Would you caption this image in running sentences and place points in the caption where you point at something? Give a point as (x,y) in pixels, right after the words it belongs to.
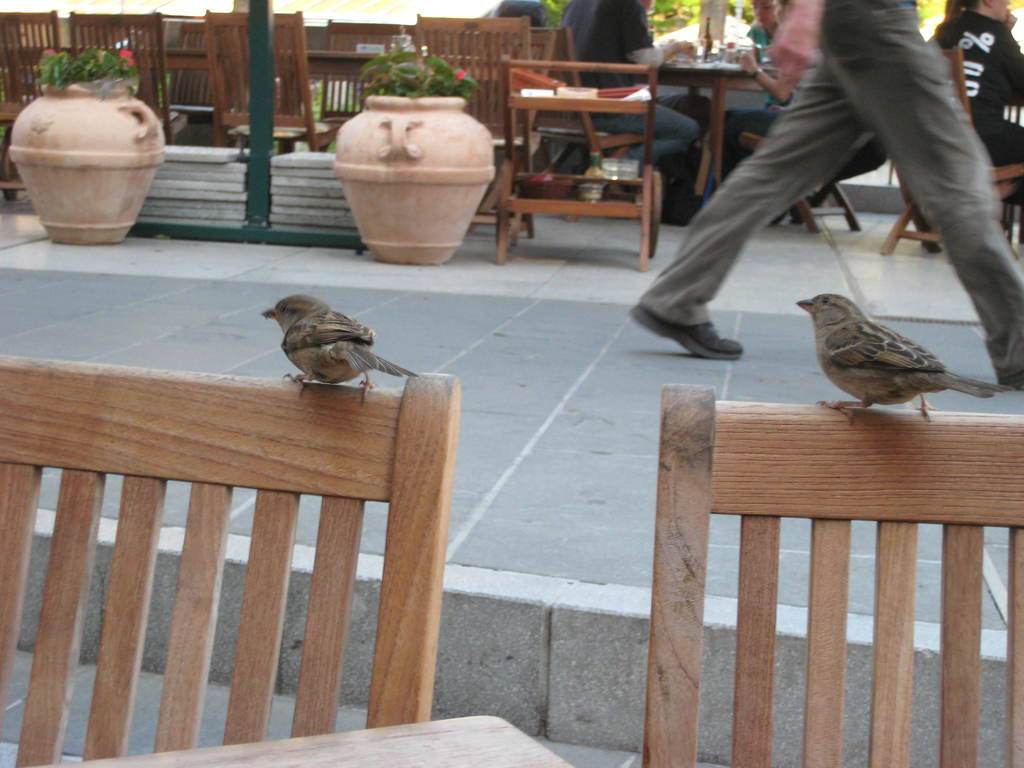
This picture is taken in a restaurant (463,168). There are many chairs (402,485) and tables (720,69). There is a person (811,140) walking and we can see his legs (963,172). On the front chairs (754,526) there are birds (333,368) sitting. Behind the chairs (440,416) there is a walkway (498,388) and on it there are flower pots (78,177) with plants (71,64) in it. In the background (644,45) there are some people (628,47) sitting on chairs (543,43). Beside them there is a trolley (646,133) and in it there are bottles (596,155), glasses (622,162) and baskets (536,178).
